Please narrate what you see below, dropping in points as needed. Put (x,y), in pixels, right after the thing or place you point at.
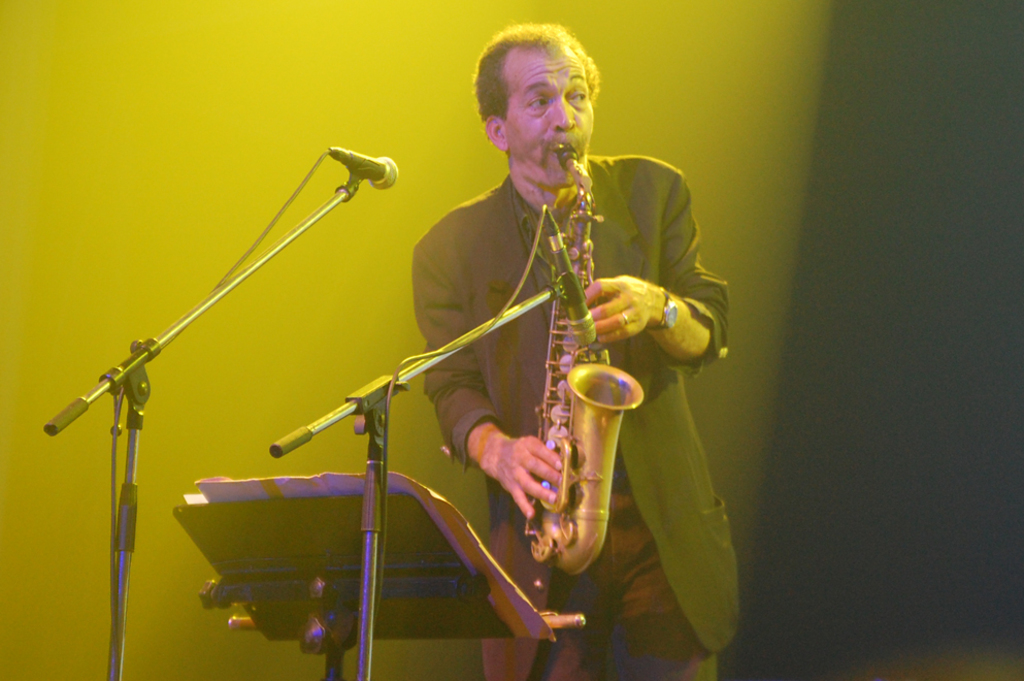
This is an image clicked in the dark. Here I can see a man (524,372) standing and playing a musical instrument (556,322) by looking at the right side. On the left side (145,400) there are two mic stands (500,318) and a podium (229,576).
